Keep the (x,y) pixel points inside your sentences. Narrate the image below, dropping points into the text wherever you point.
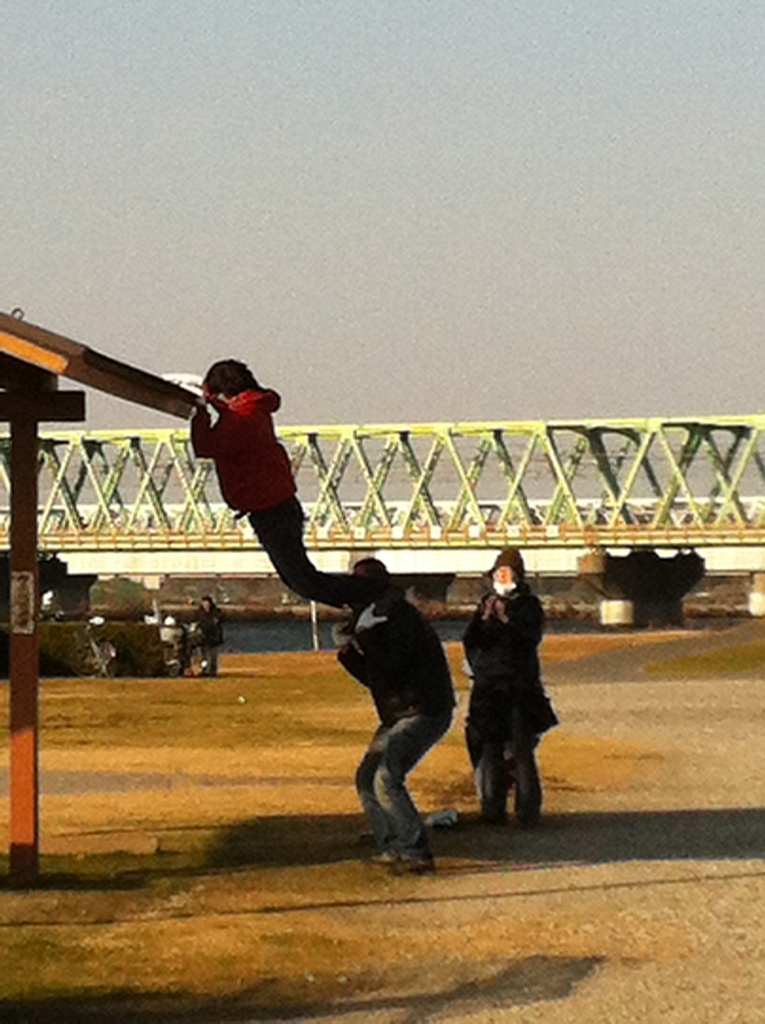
In this image there is a person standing on the land (554,801). Before him there is a person (370,752) holding the legs (375,590) of the other person (331,587). Behind them there is a bridge (477,472). Below it there is water (235,639). Left side (22,795) there is a roof (43,354) attached to a pillar (24,521). Behind there are few objects (177,639). A person (206,660) is standing on the land (228,680). Top of the image (416,242) there is sky (340,173).
